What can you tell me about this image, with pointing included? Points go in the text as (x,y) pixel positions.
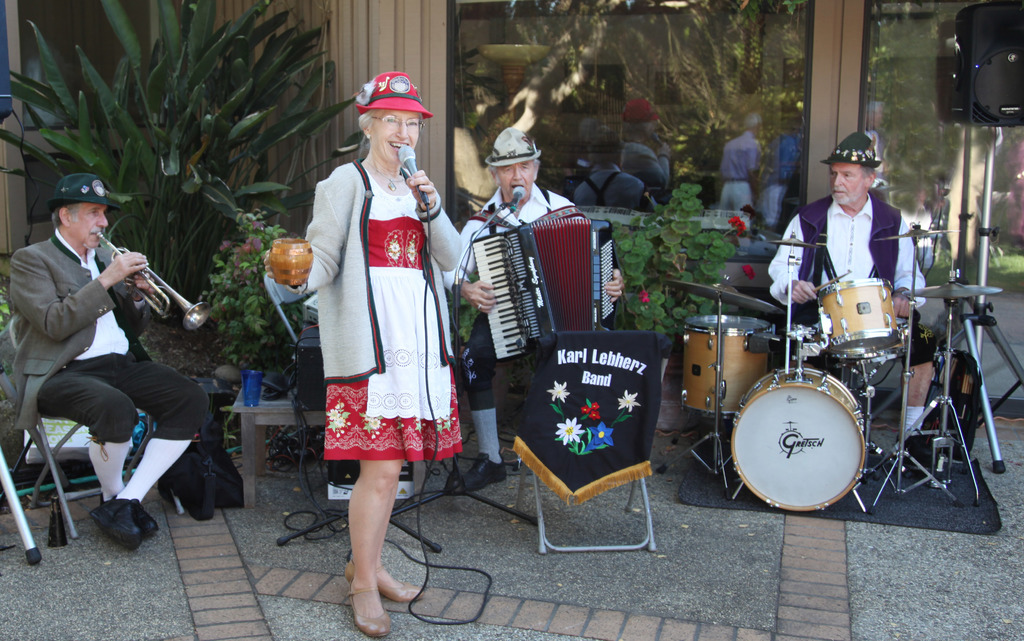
This picture shows three men (498,189) playing musical instruments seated on the chair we see a woman (326,327) Standing and singing with the help of a microphone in her hand (437,192) and we see few people (635,175) standing on their back and we see couple of plants (691,218) and a man (803,272) playing drums (829,324) and other man (480,301) playing accordion (506,268) and the third man (15,369) is playing trumpet (202,314) all the people (823,225) wore caps (857,142) on their head (394,143).
